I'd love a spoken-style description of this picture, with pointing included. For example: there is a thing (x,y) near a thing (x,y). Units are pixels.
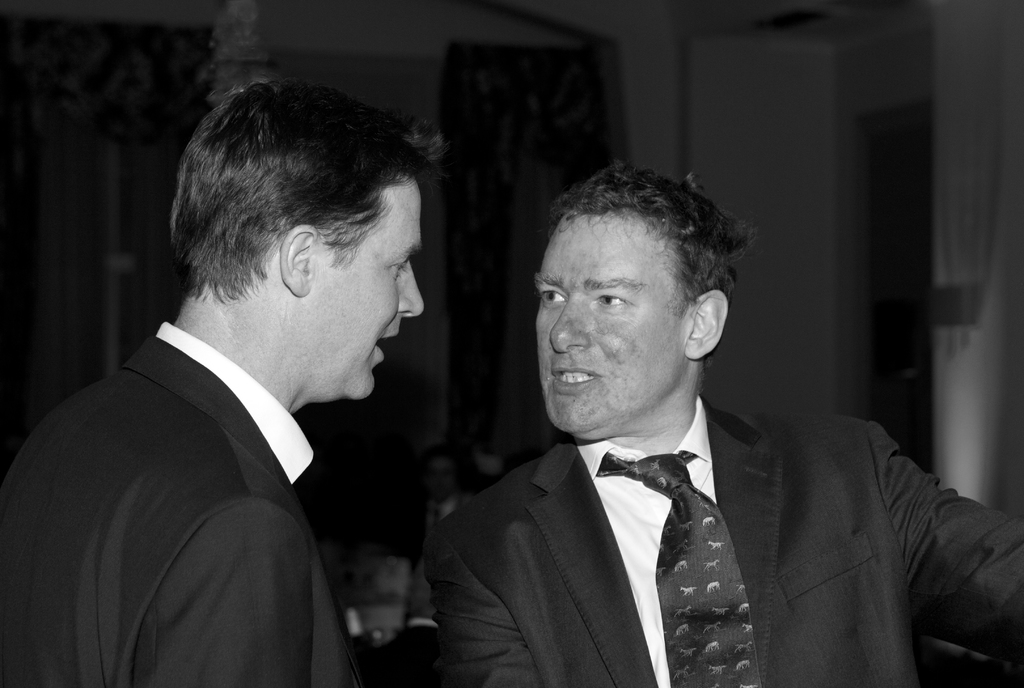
Two men (537,285) are talking to each other. They are in suit (236,421). One of the two has some marks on his face (577,253).
